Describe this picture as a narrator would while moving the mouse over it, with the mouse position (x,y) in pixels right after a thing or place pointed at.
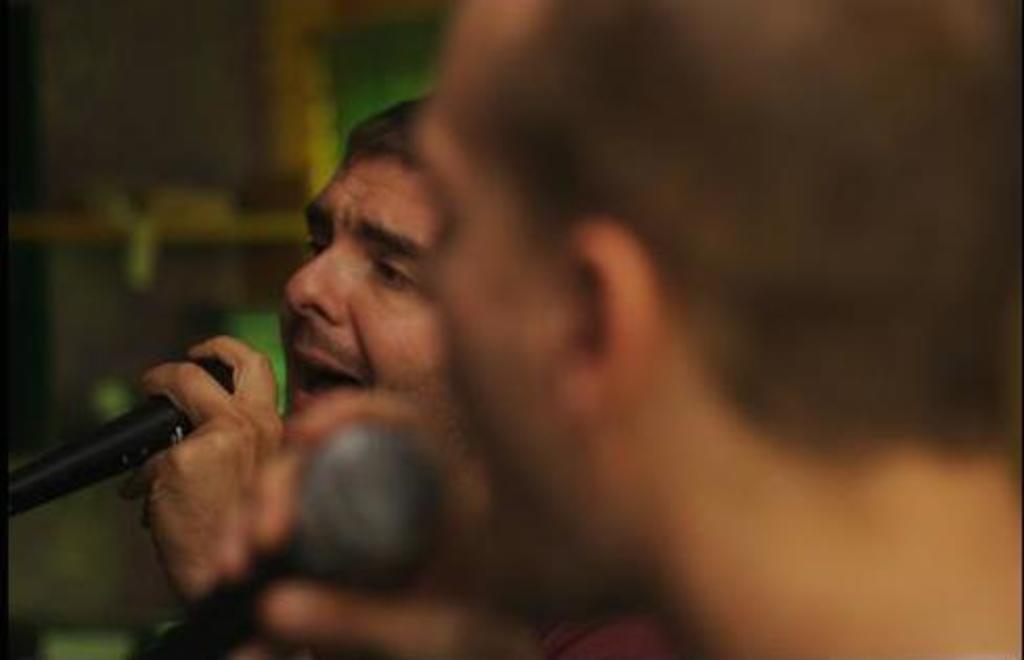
There are two men (379,213) singing on mic (104,445). The background (133,115) is not clear.
